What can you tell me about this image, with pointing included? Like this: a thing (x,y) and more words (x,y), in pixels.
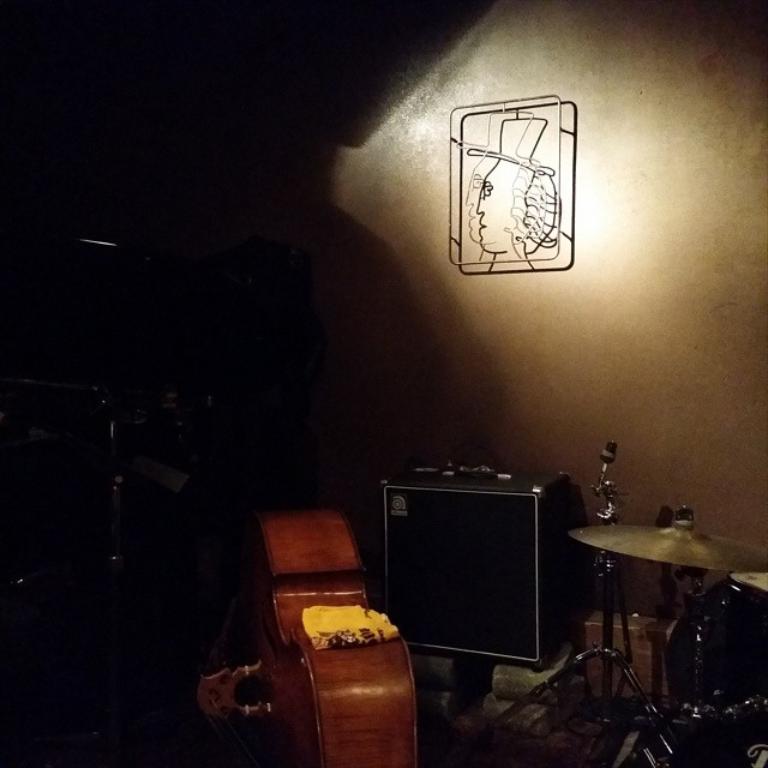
In this image I can see many musical instruments (299,667) and the sound box (405,566). In the background (472,315) I can see the wall (391,154).
